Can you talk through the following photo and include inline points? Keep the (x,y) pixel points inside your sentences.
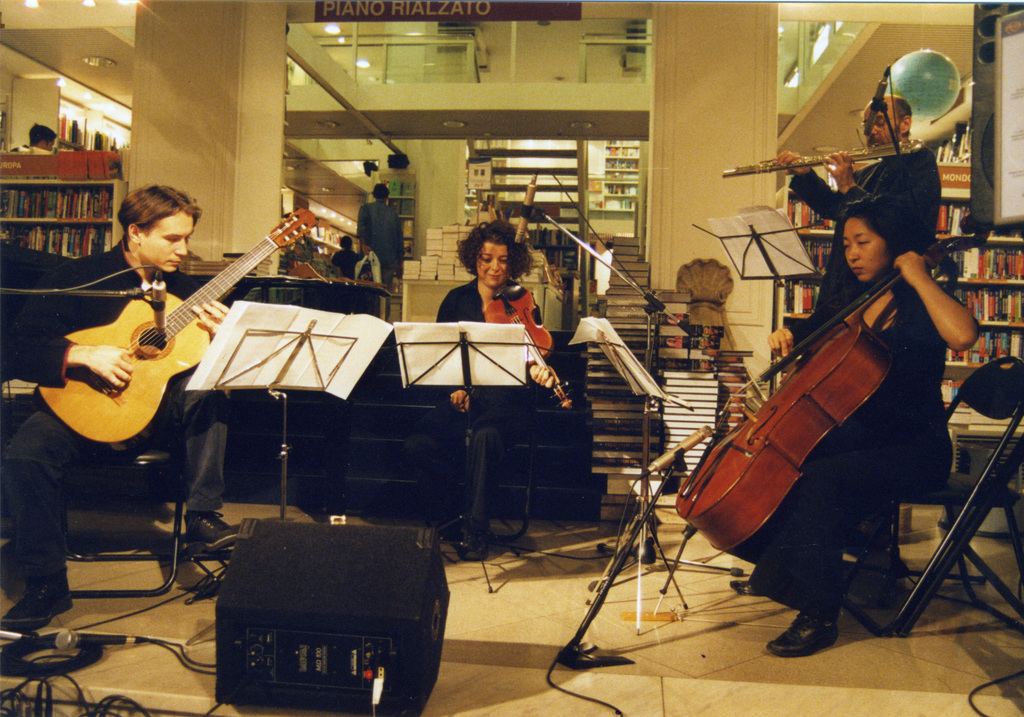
In the image we can see few persons (165,413). On the left (105,360) the man (105,374) holding guitar (173,335), in front of him we can see the microphone (159,311) And he is looking at paper (290,346). On the right (899,384) we can see woman (917,387) holding cello (824,391) and the man (892,198) he is holding some musical instrument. The center the woman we can see she is holding violin (517,318) and she is looking at the book (517,330). In bottom (389,593) we can see the speaker (402,609). Coming to the background (52,181) we can see the shelves (97,165) with full of books (91,199).
